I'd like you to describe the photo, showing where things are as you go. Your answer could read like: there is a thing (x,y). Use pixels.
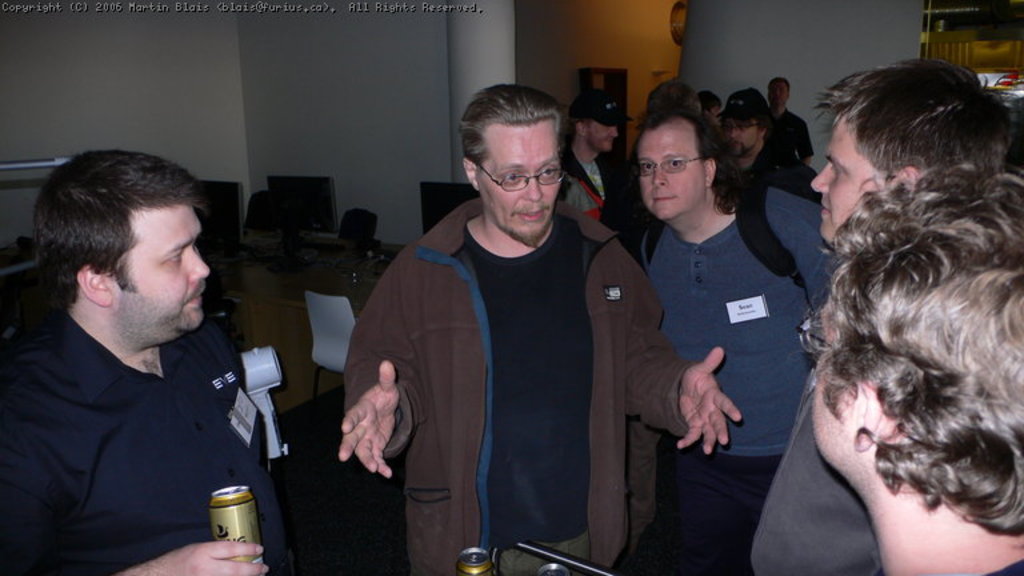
In the center of the image (486,249) there are people (496,327) standing. In the background of the image (296,79) there is a wall (296,65). There is a pillar (475,65). There is a table (337,246) on which there are monitors (202,216) and other objects (325,257). There is a white color chair (315,297). To the left side of the image (41,421) there is a person (182,518) holding a tin (229,541) in his hand (240,549).
